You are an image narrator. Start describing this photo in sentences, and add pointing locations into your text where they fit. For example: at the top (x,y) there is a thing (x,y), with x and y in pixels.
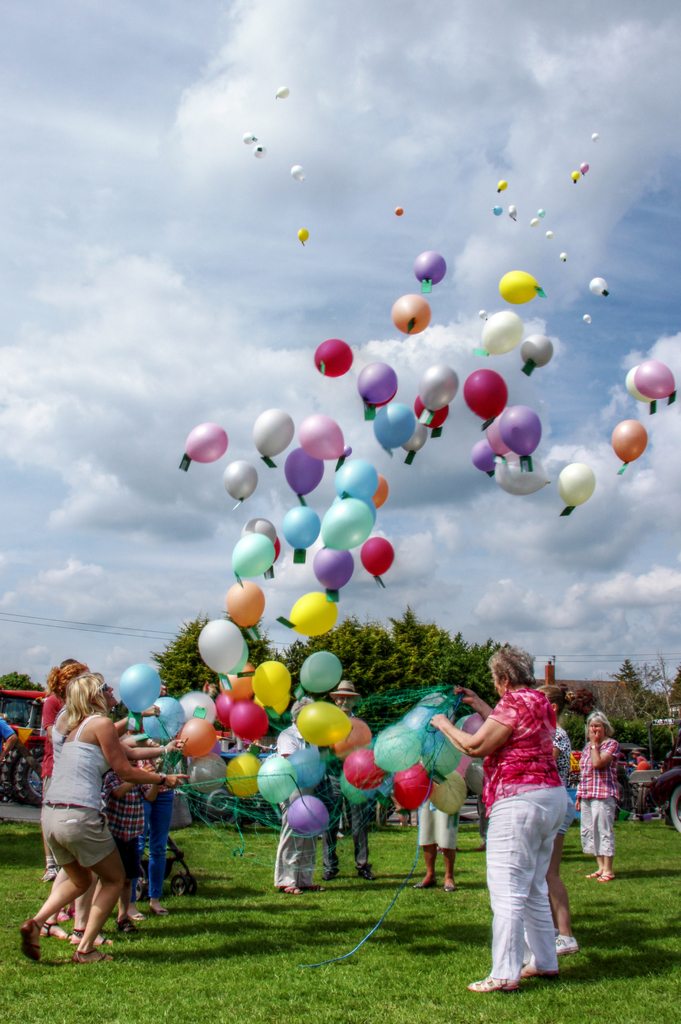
In this image I can see number of persons (497,859) are standing on the ground (35,829), some grass (211,879) on the ground (268,987) and number of balloons (329,723) are flying in the air (285,364). In the background (358,652) I can see few vehicles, few trees (2,679), a building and the sky (409,234).
